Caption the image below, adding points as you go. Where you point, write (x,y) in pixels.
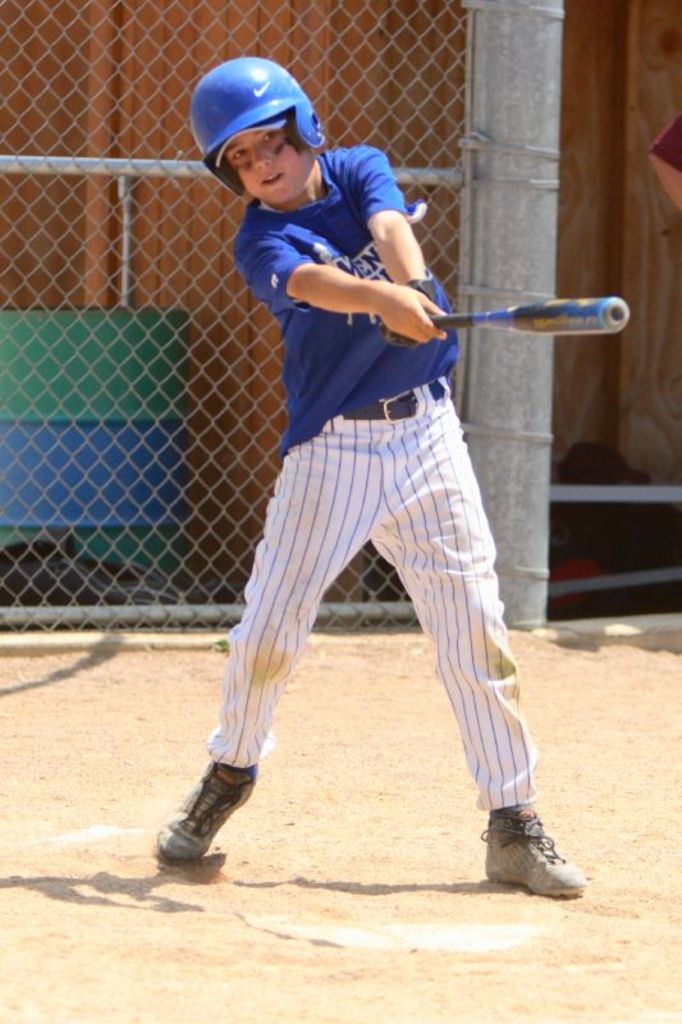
Here in this picture we can see a child (399,317) standing on the ground (318,780) and swinging the bat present in his hand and we can see he is wearing helmet (247,114) and behind him we can see fencing (505,34) present over there.
